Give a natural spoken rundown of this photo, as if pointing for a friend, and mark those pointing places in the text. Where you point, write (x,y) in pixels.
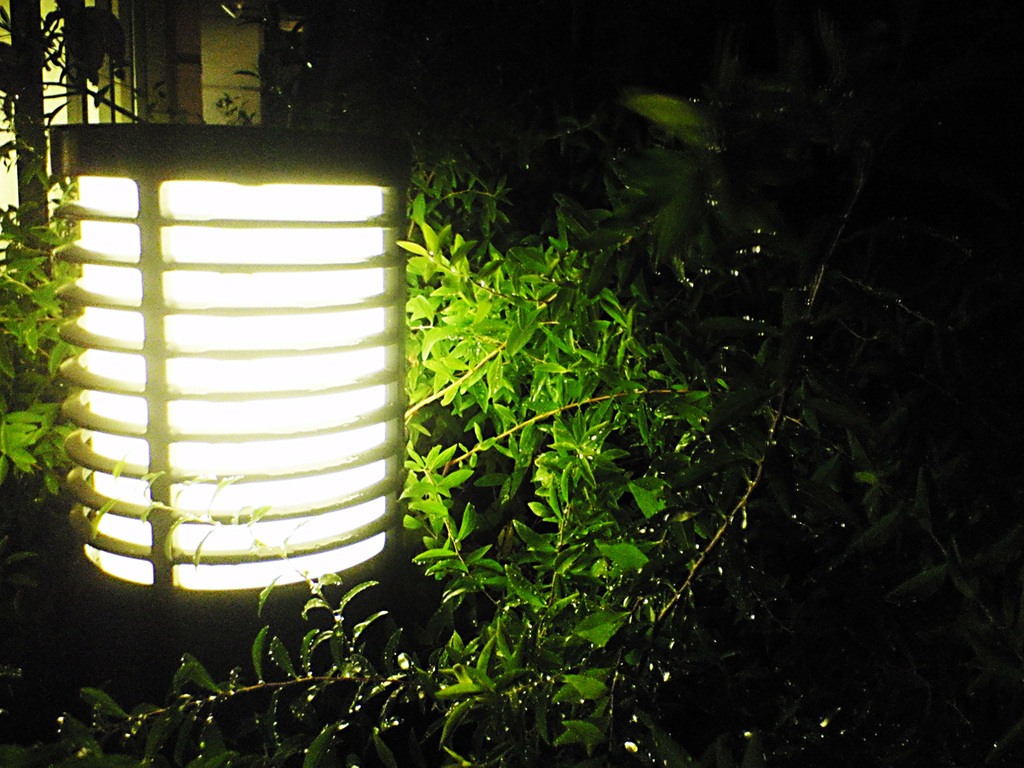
As we can see in the image there is a light (222,416) and trees (560,348). The image is little dark.
